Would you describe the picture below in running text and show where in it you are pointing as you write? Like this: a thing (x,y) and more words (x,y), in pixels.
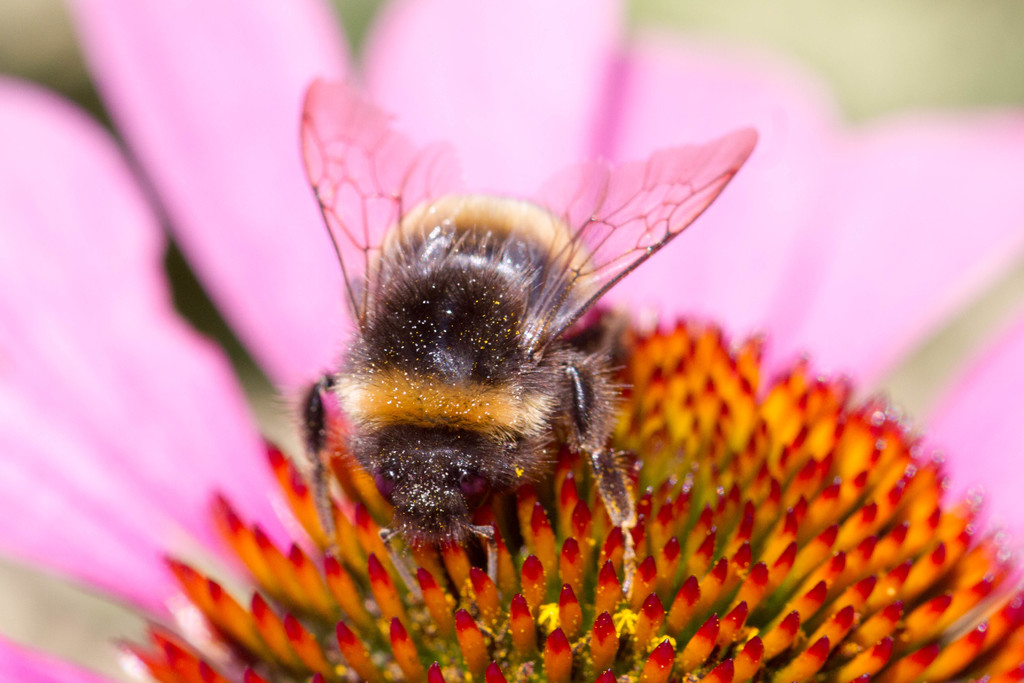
In this picture we can see a bumble bee (464,397) on the flower (49,138). Behind the flower (688,131) there is the blurred background (866,53).
